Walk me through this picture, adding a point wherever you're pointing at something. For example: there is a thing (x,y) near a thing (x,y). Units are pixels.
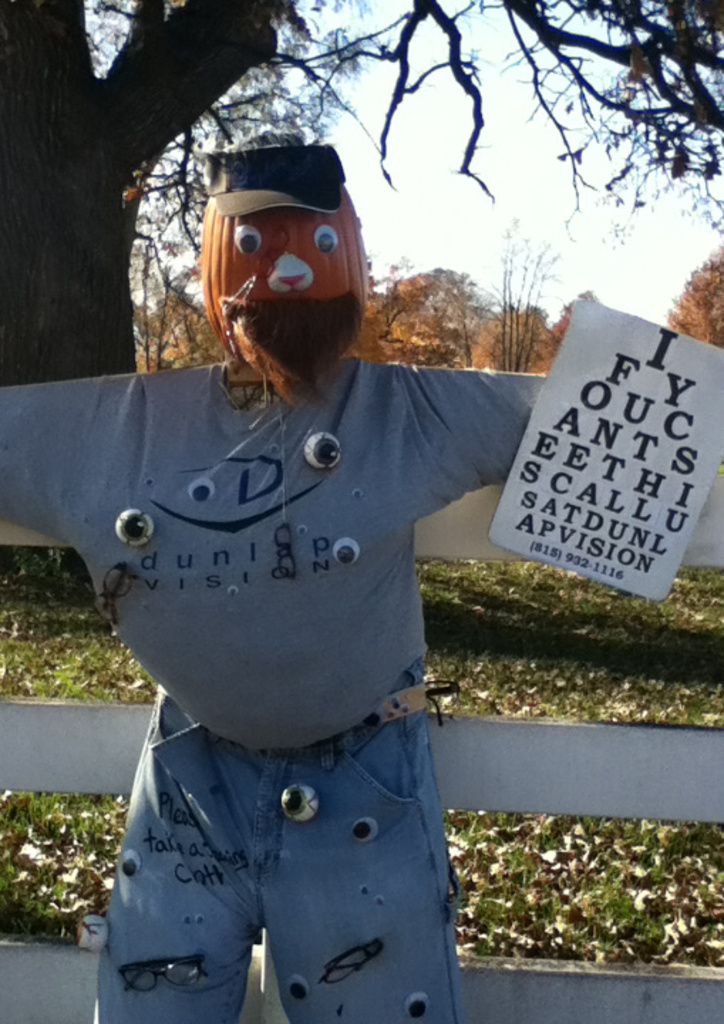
This looks like a scarecrow (373,707) with the clothes (268,781). I think this is a board (637,466), which is attached to the scarecrow (526,414). This looks like a wooden fence (539,773). I can see the trees (564,323). I think these are the dried leaves (531,850), lying on the grass (521,646).
